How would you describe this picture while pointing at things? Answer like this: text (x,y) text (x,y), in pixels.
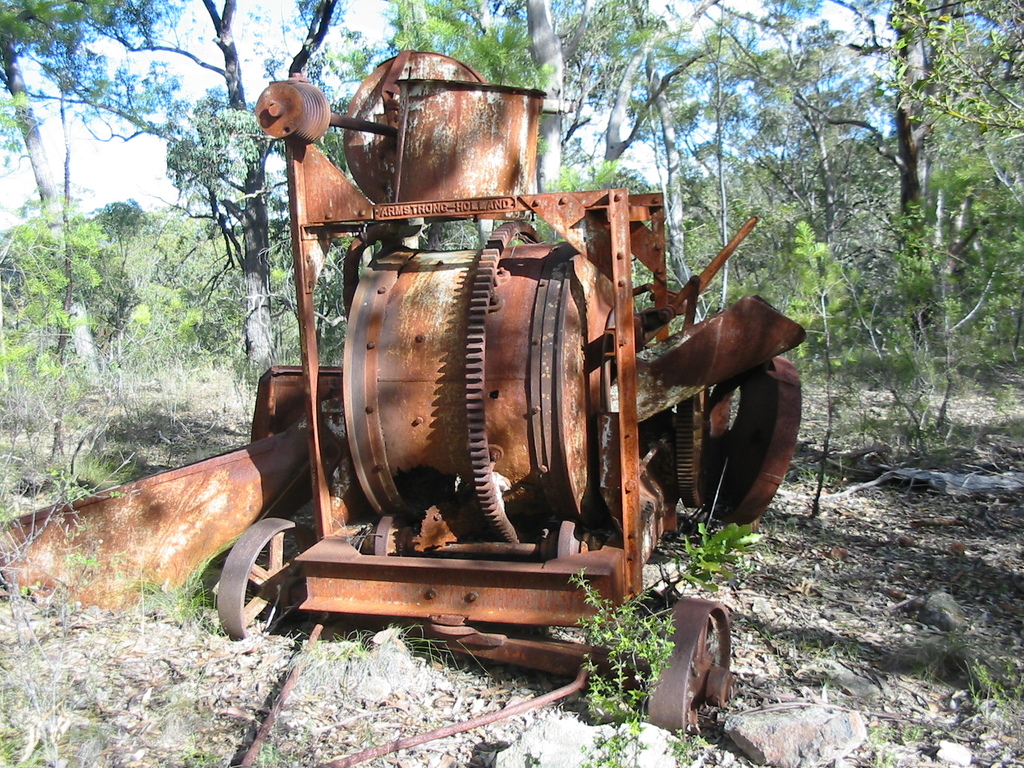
In the background (968,338) we can see sky (143,68) and trees (969,318). Here on the ground (796,661) we can see few plants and stones (774,743). Here we can see an iron vehicle (540,603) with wheels (688,650).
